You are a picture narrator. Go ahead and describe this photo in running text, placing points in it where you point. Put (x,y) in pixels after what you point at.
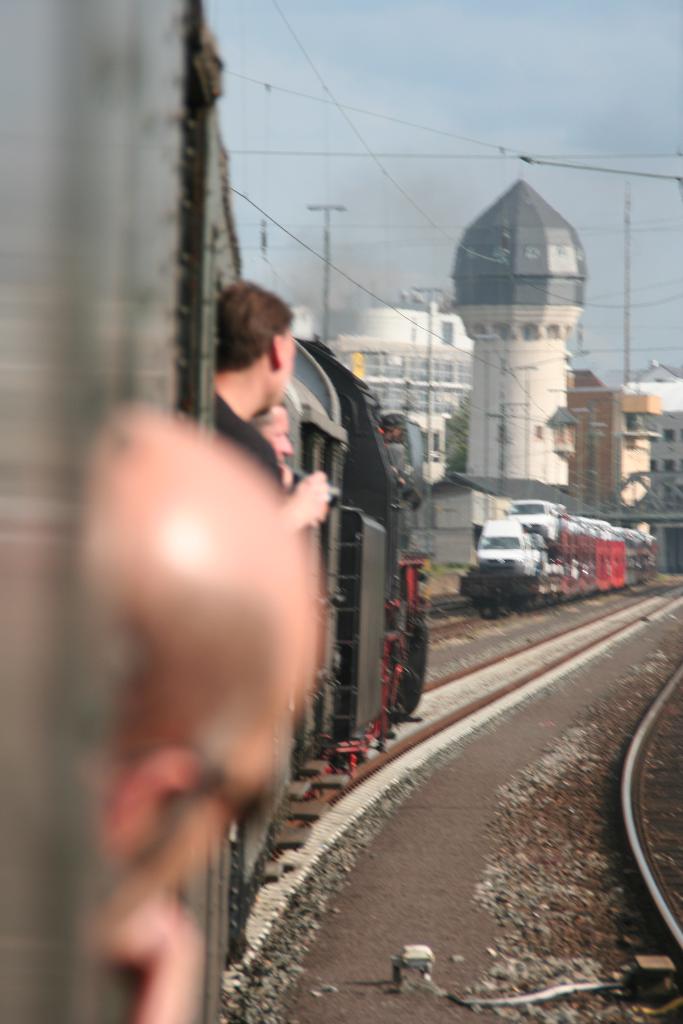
On the left side (207,568), there are three persons (217,570) in a train (292,402) which is on a railway track (573,632). On the right side (635,840), there is another railway track (637,828). In the background (651,559), there is another train (601,547) on another railway track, there are poles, buildings (464,315) and there are clouds (401,160) in the sky (334,43).
